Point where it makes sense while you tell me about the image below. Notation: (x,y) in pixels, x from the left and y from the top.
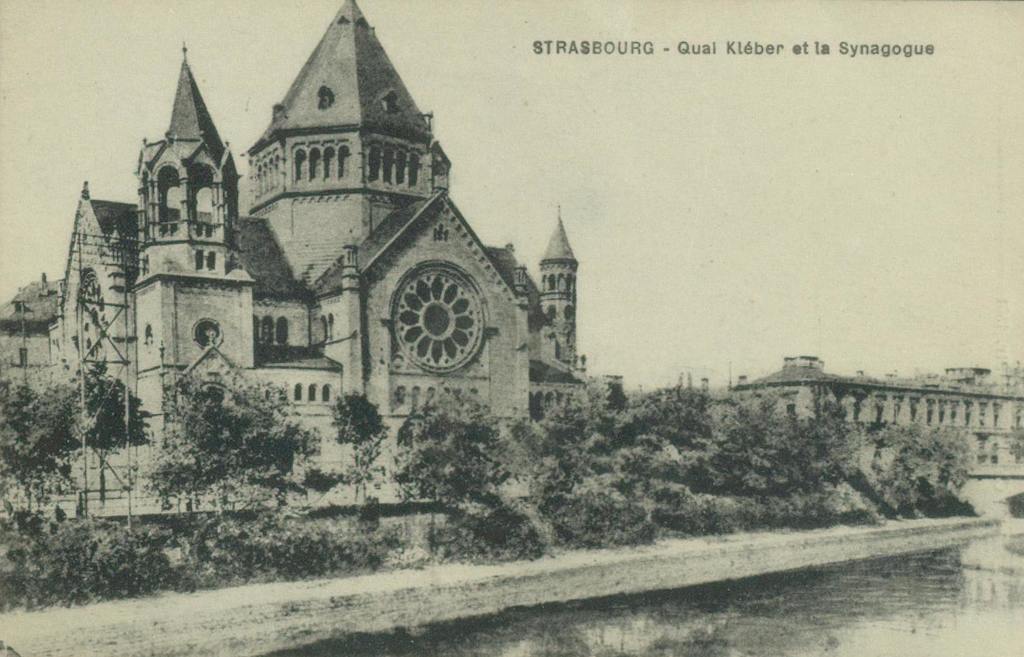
It is a black and white image. In this image we can see the buildings (480,395), trees (641,419), water (847,584) and also the sky (686,142) in the background (771,254). We can also see the text (761,55).
